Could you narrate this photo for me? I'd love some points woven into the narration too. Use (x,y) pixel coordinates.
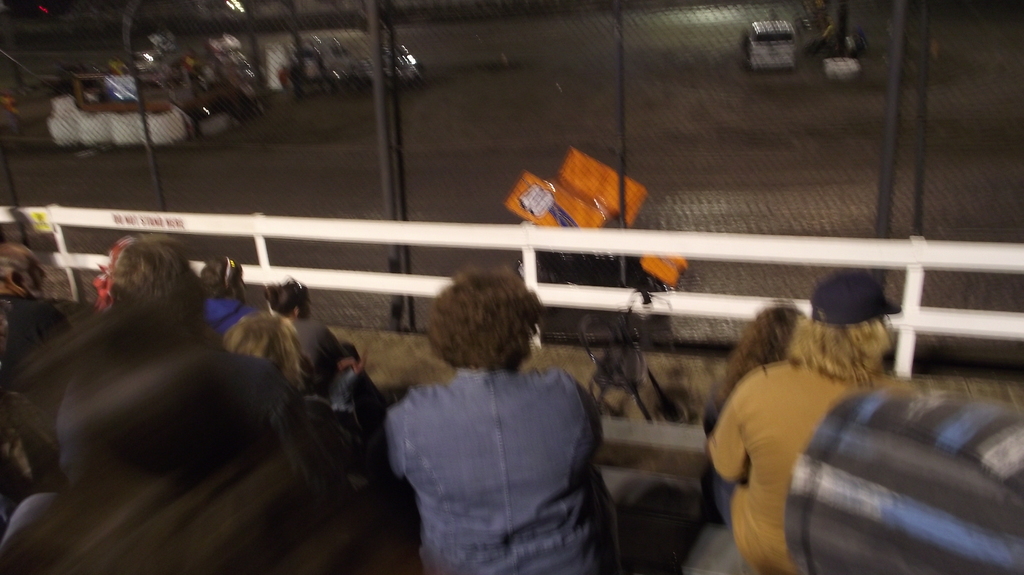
In this picture we can see a group of people (323,389) sitting, chair (601,330), fences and in the background (699,93) we can see vehicles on the road (556,138).
